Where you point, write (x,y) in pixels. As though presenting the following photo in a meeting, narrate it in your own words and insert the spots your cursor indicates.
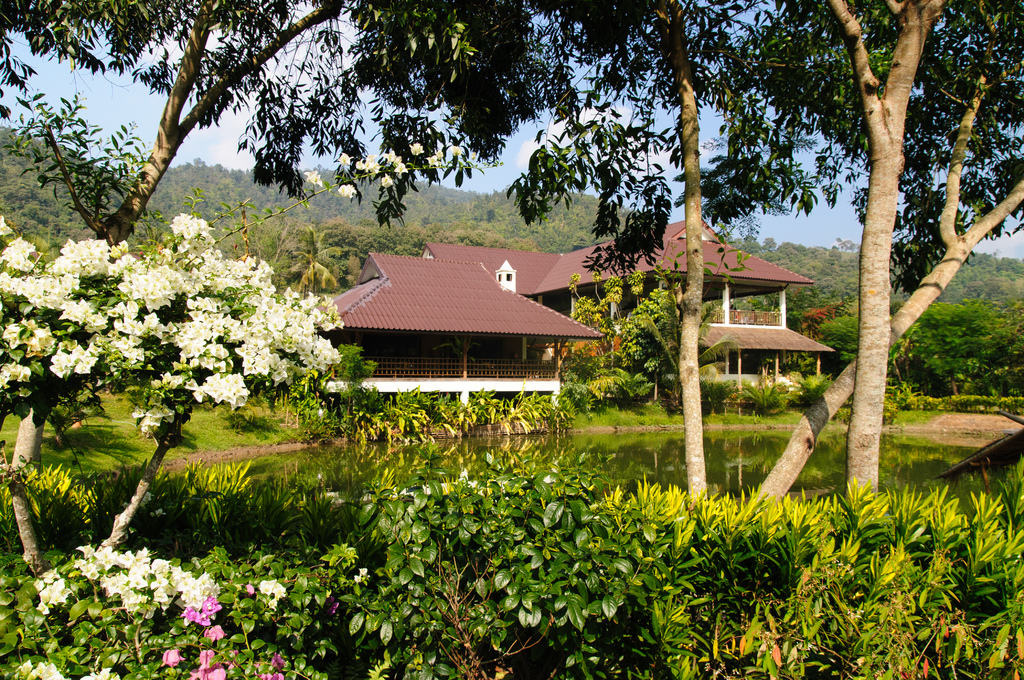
In this image, we can see some green color plants (476,605), there are some white color flowers (256,334) on the plants (153,334), there is a small water pond (479,458), there are some homes (504,293), there are some green color trees (934,127) and we can see a sky (722,118).
